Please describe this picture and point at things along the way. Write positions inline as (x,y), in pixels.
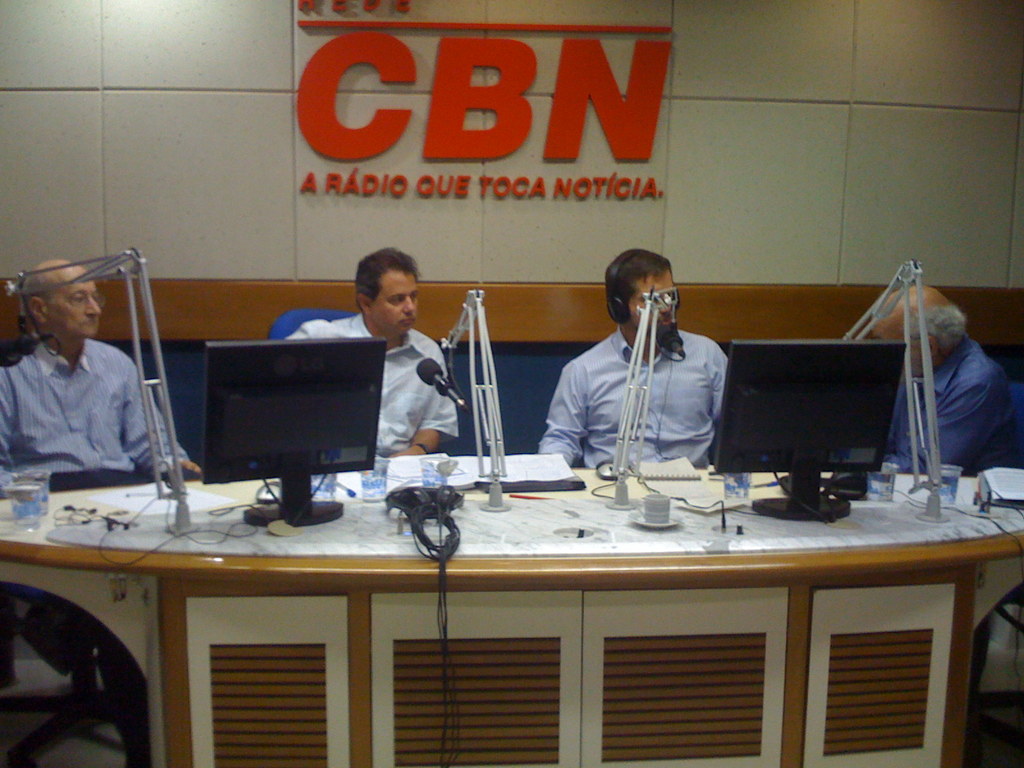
This image is taken inside a room (899,205), there are four men (358,283) in this room (549,359). At the bottom of the image (883,726) there is a table (970,702) and there were many things (840,501) on it. At the background (207,6) there is a wall (407,86) with a text (512,142) on it. The four men (19,405) sitting on a chairs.
